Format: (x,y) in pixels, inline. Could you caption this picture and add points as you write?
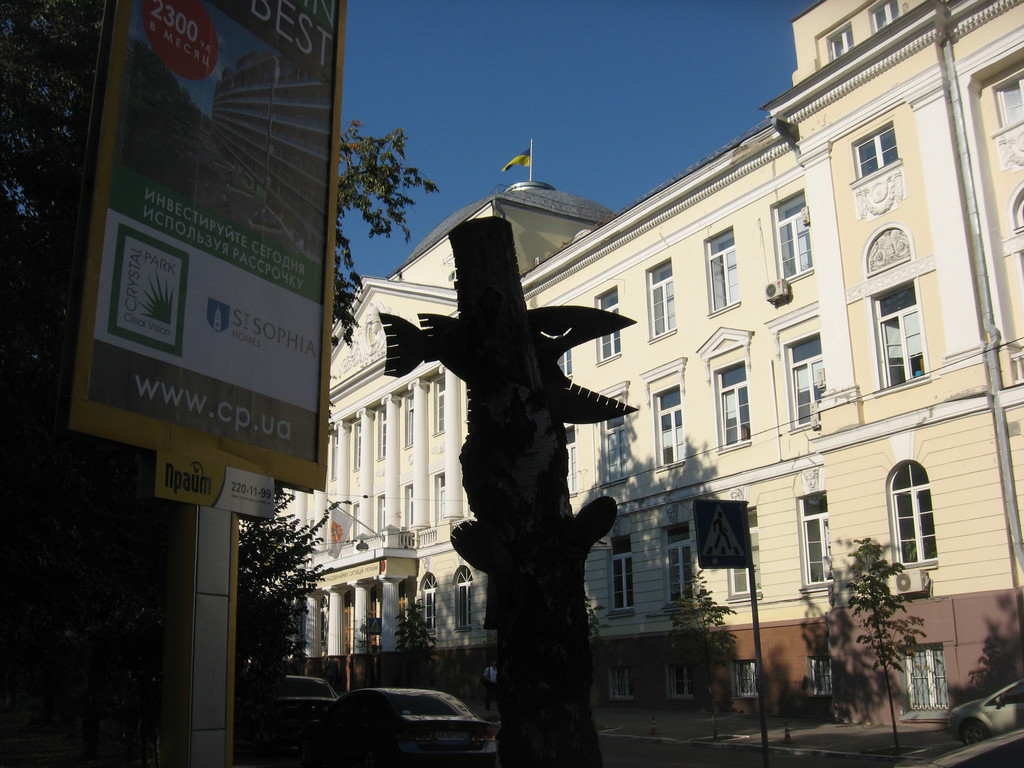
In the center of the image (650,491) there is a building (672,457). On the left (280,451) we can see a board (191,368). At the bottom (331,719) there are cars (461,737) and we can see trees (276,600). At the top (433,110) there is sky (536,81).
